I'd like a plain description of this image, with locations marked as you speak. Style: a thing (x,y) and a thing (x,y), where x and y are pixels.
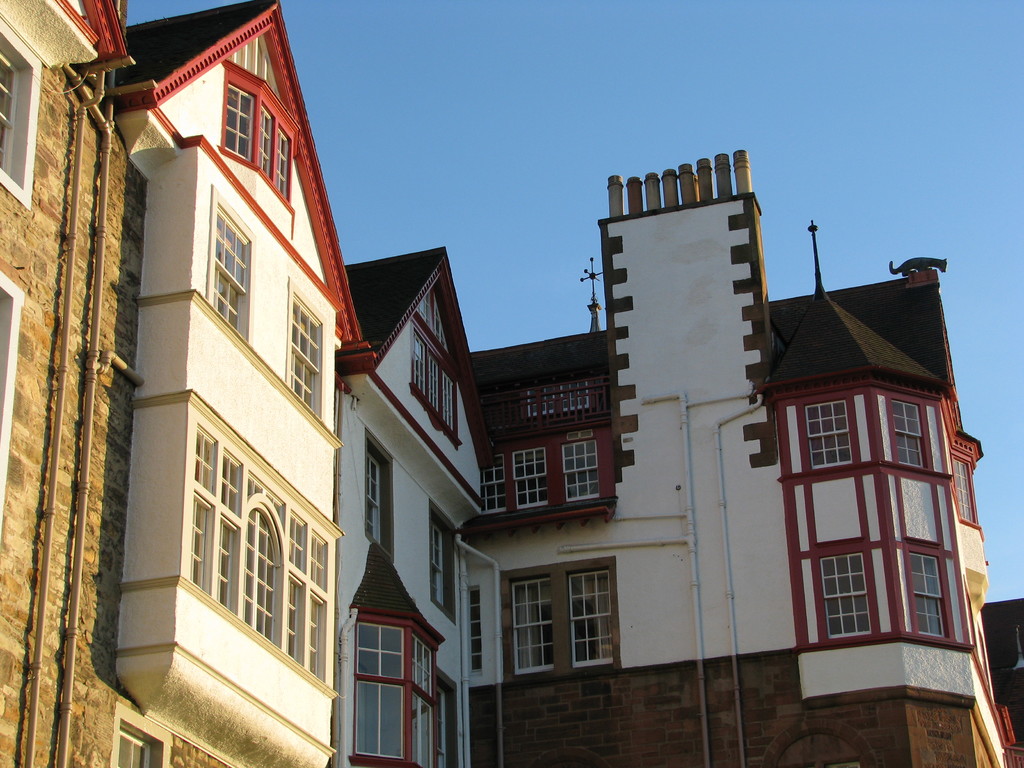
In this image we can see some buildings (315,523) which are of similar color red and white and at the top of the image (640,88) there is sky (533,77) and there is cat (893,272) on top of the building (890,317).
